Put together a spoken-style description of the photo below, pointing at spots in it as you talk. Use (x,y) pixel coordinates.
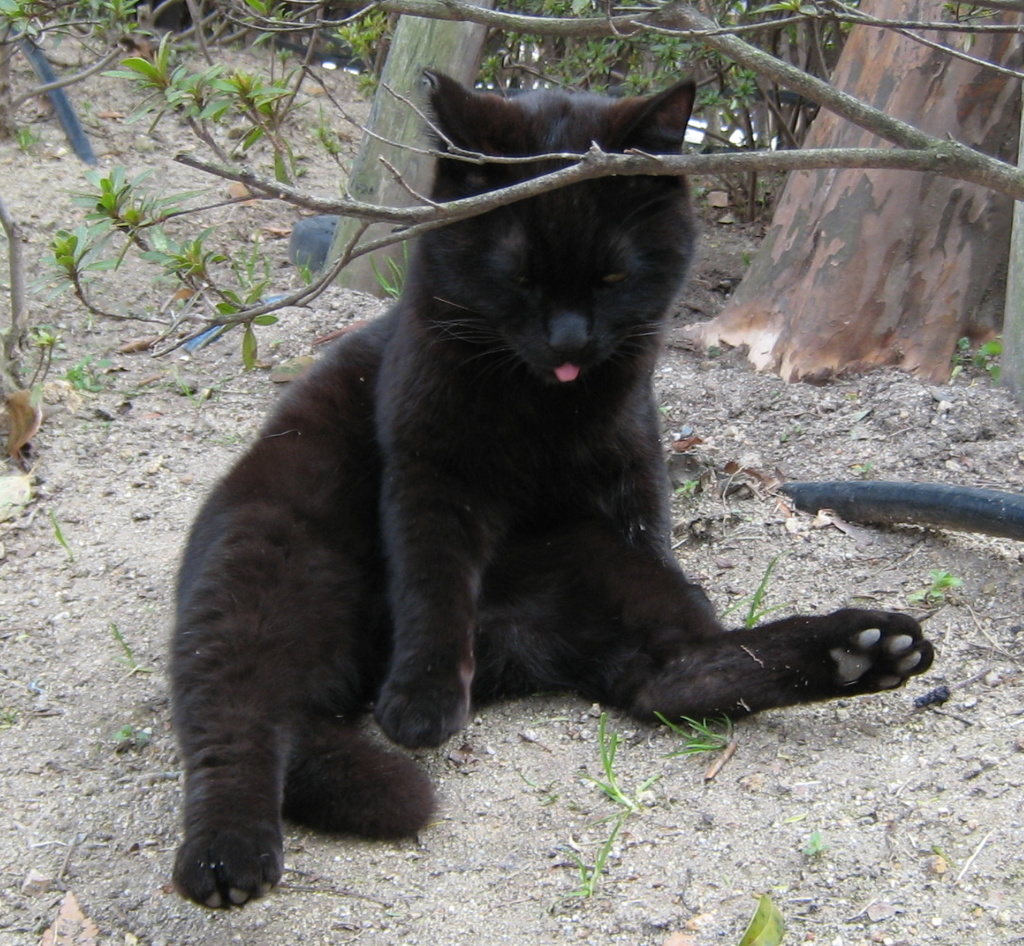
In the image we can see a cat (252,882) which is in black color and there are some trees (968,188) and grass (982,364) on the ground (942,405).
